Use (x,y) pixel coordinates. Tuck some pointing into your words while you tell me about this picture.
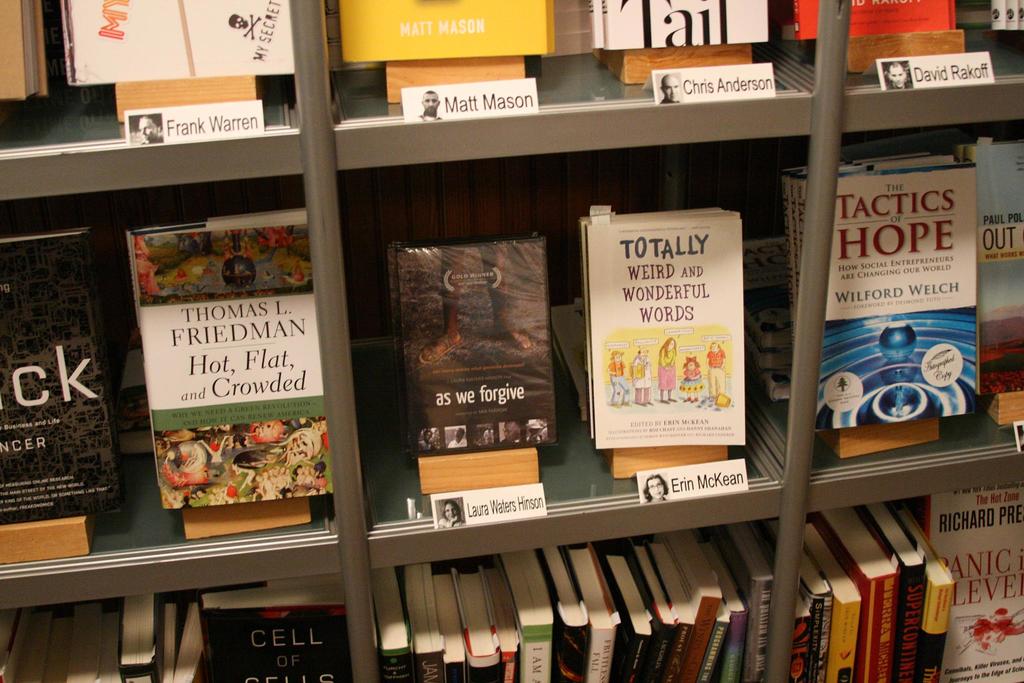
In the image there is a cupboard (995,122) with many shelves (108,183). Inside the shelves (106,170) there are books (211,471). And also there are white cards (172,115) with names (929,68) and images (900,81).
